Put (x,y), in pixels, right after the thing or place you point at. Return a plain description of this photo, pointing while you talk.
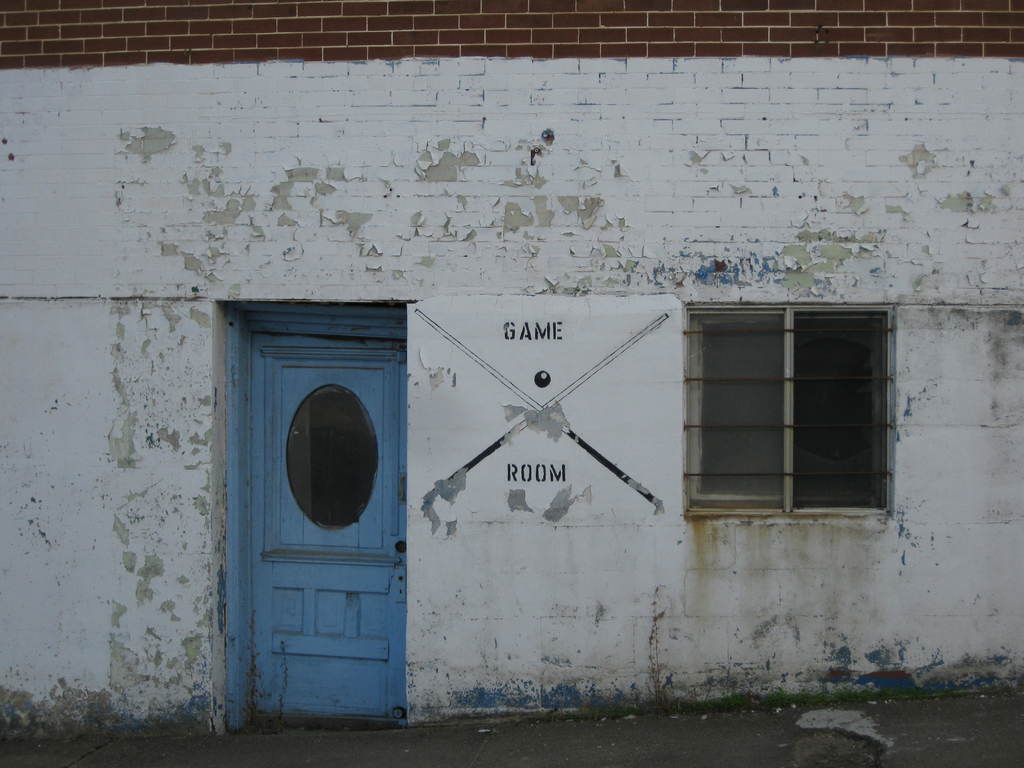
In this picture I can see a wall (496,276) with a door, window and there is a poster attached to the wall (839,141).
